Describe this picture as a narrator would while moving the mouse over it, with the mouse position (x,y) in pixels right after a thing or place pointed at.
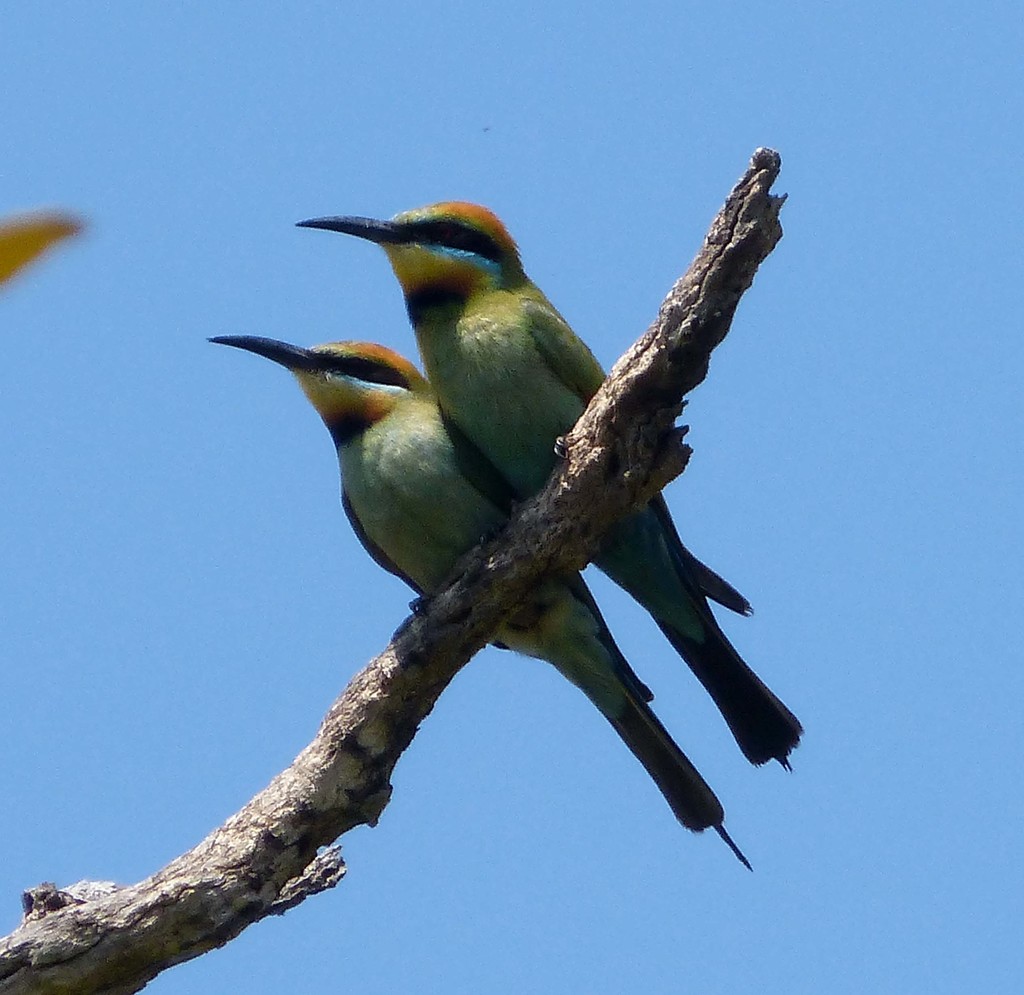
In this image, I can see two birds (440,359) standing on the wooden branch (468,601). This is the sky (797,185).
